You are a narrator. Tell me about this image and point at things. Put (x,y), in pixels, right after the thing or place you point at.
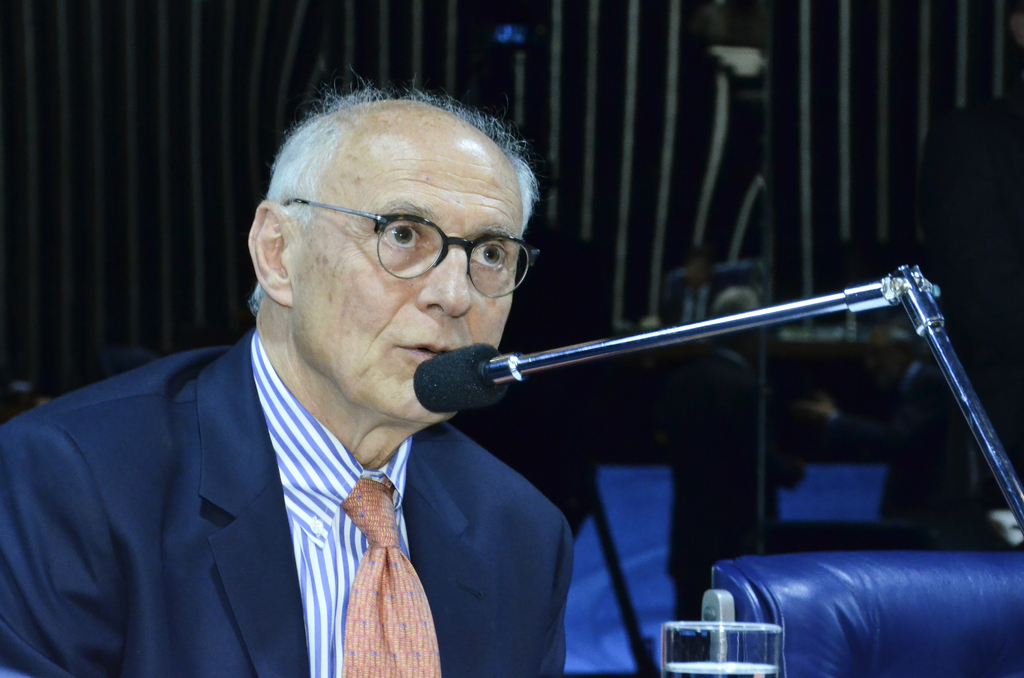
In this picture we can see a person (245,510) talking in front of the mike (432,409) and also I can see a glass (724,640), chair (872,590).
